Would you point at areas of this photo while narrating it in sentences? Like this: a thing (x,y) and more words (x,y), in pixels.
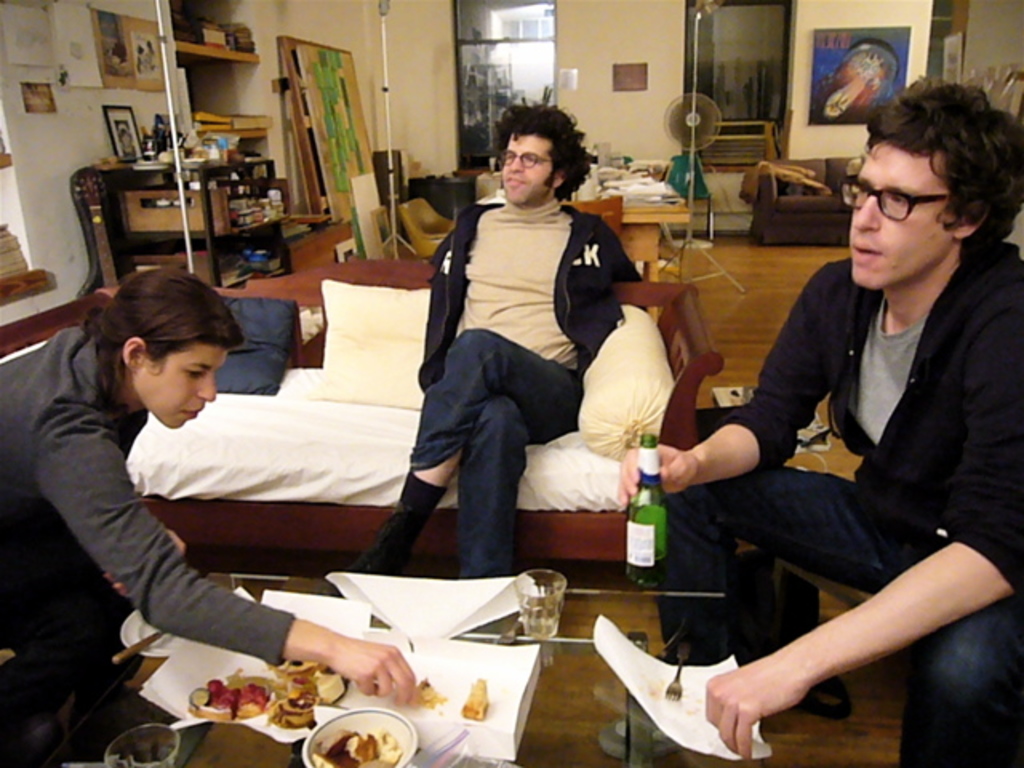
In this image we can see some people (456,428) sitting beside a table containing some food (296,689), papers (417,577), bowl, a glass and a fork (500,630) on it. On the right side (872,462) we can see a person (866,547) holding a bottle (659,484) and a paper (698,683). On the backside (49,155) we can see a wall (67,181), pole (173,151), shelves (218,262), books (262,123), photo frames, windows (512,17), a couch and a table fan (685,230).
